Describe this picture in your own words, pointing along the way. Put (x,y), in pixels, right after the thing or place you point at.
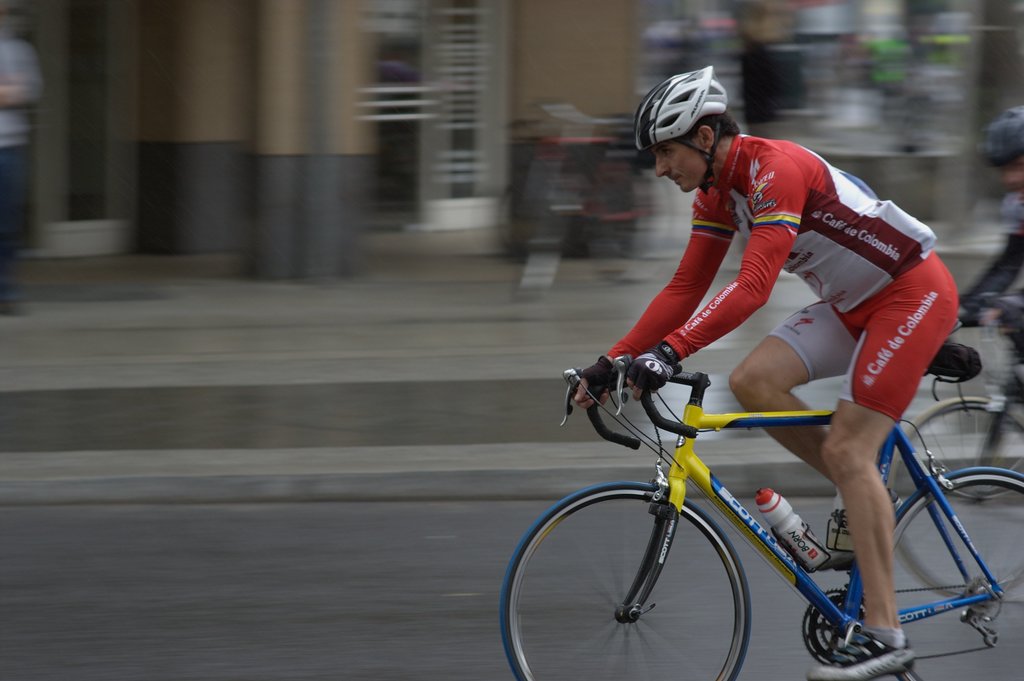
On the right side of the image (832,474), we can see a person (780,431) is riding a bicycle (667,519). Background (640,474) we can see the blur view. Here we can see road (239,565), walkway (651,284), walls (305,234) and few objects (555,189). On the right side (1019,245) and left side of the image (12,147) we can see people (1017,180).
